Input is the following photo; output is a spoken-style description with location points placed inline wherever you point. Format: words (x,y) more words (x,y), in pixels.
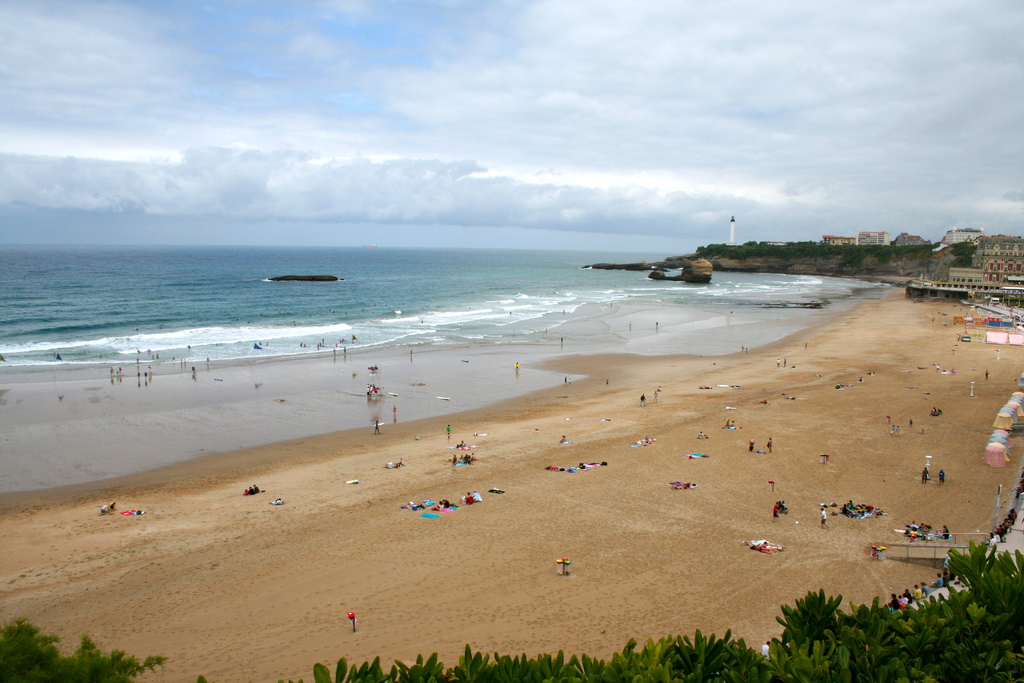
In the picture I can see a sea shore (453,500), in which we can see so many people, around there are some trees (869,657), buildings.
